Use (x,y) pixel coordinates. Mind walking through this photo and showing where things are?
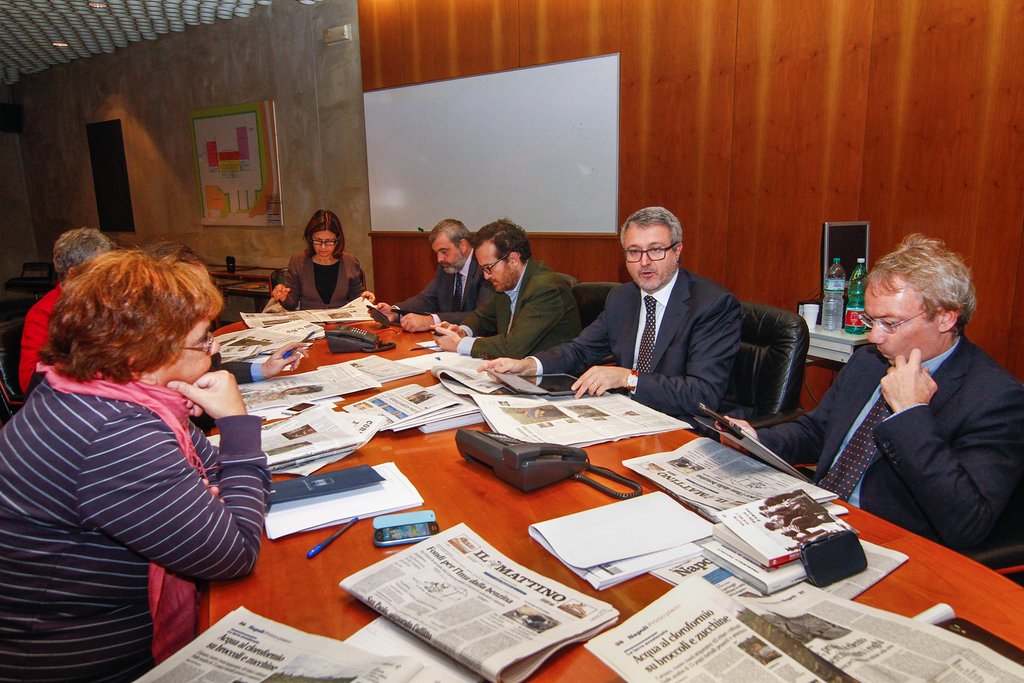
In this image we can see these people (963,503) are sitting on the chairs (11,374) near the table (1011,638) where newspapers (765,636), books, telephones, mobile phone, pen (344,529) and a few more things (663,541) kept. Here we can see bottles (833,298) and cups (816,318) kept. Here we can see a board (522,155) to the wooden wall (821,85) and in the background (269,167), we can see a frame (232,186) on the wall (156,61).
